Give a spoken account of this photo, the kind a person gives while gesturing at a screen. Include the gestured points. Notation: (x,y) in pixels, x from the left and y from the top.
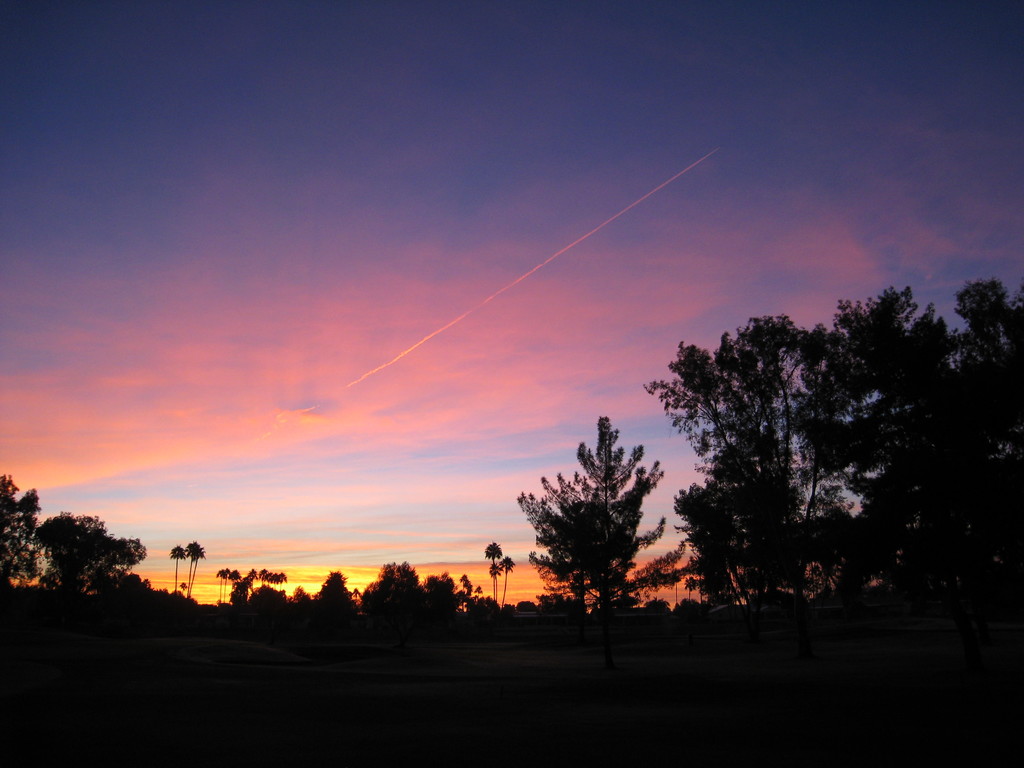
In this image, we can see so many trees (985,404), houses (614,612), ground (653,763). Background there is a sky (734,206).
